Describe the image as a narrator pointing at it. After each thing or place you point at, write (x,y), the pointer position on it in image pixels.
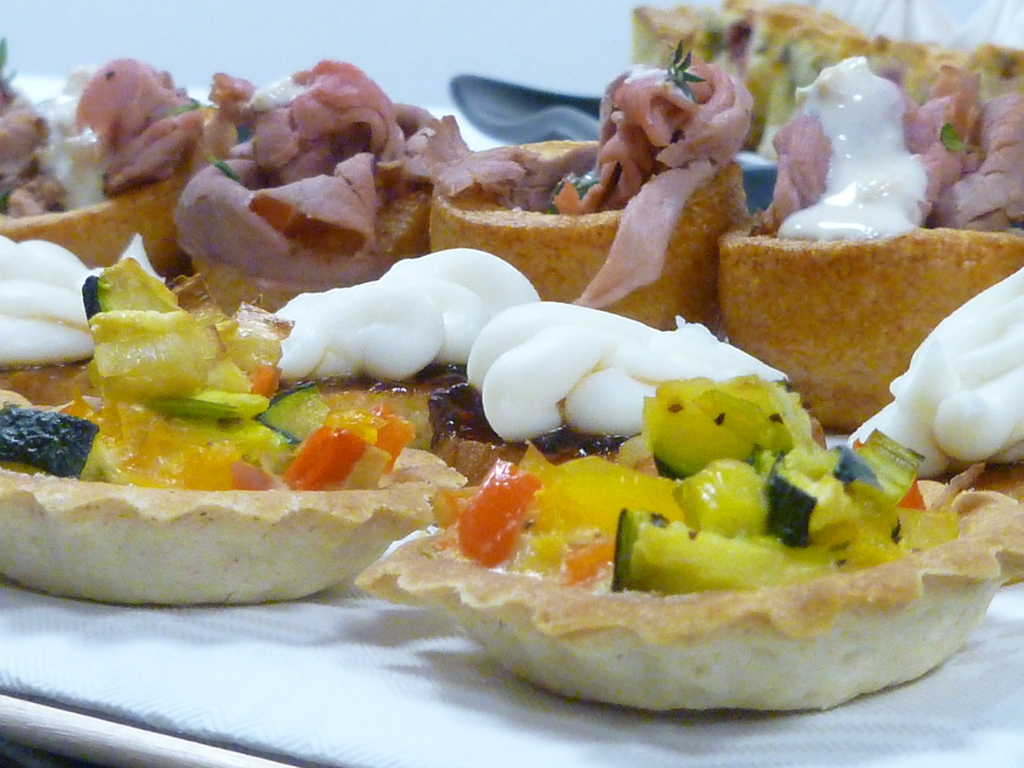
In this picture I can see there are different types of food (350,418) placed on the table (218,724).
